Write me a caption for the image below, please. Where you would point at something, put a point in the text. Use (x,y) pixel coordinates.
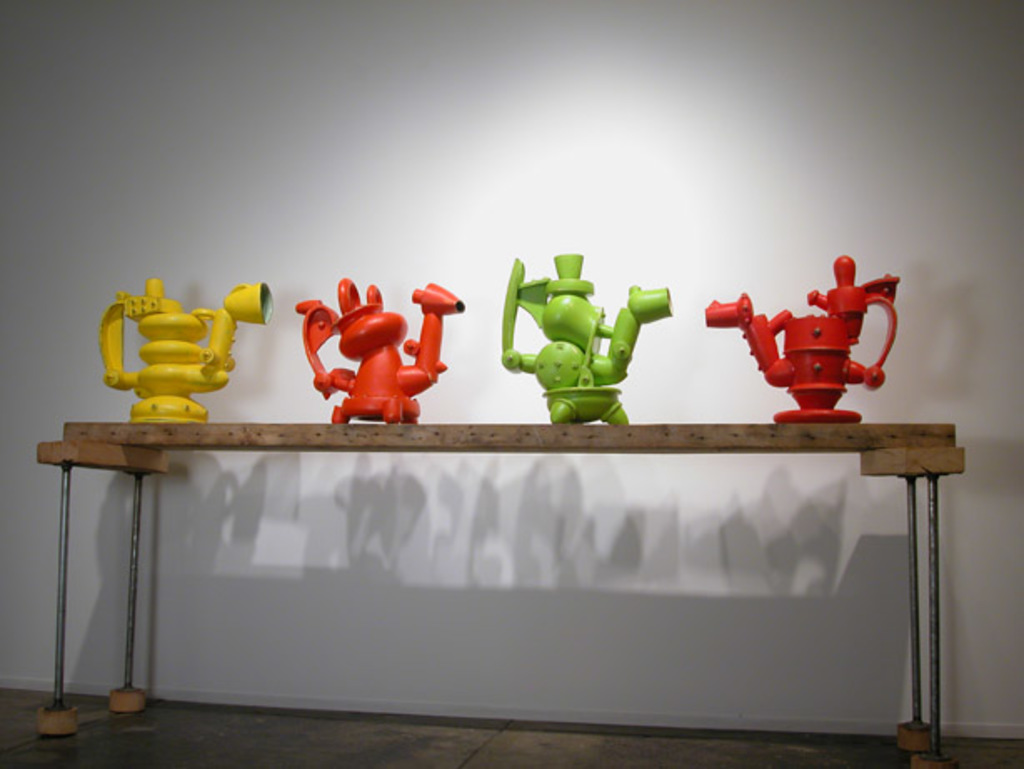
this picture shows four colored toys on the table (94,429).
